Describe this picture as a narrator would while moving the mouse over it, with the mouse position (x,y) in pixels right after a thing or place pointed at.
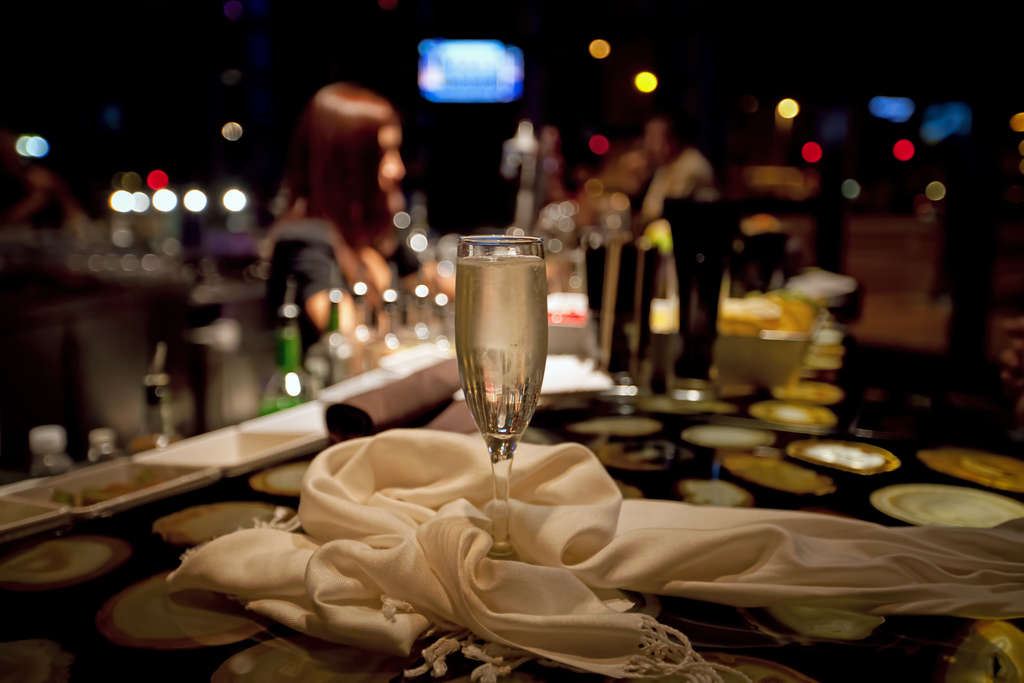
In the image there is a glass (501,325) filled with some drink (503,393) kept on a table (676,467) and around that glass (502,285) there is a white cloth (418,485) and the background of the glass (477,358) is blurry.
